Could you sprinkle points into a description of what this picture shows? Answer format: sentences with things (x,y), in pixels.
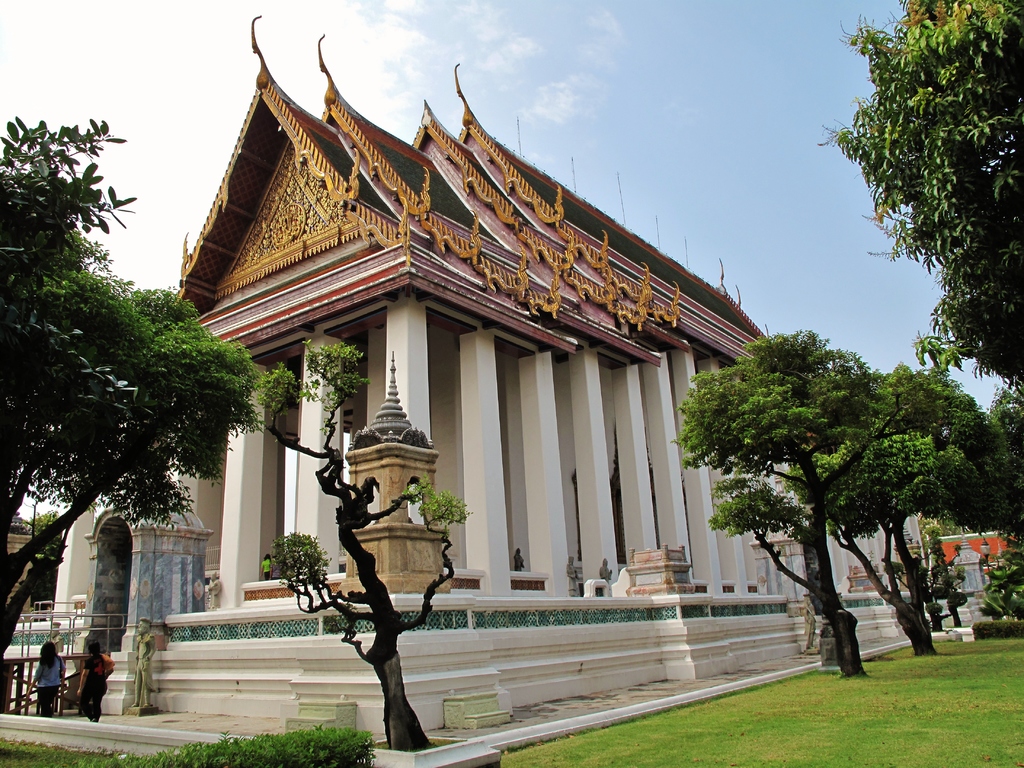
In this image, we can see a temple (614,508). There are a few people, plants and trees (298,554). We can also see the ground (819,727) covered with grass (950,714). We can see some pillars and statues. We can also see the sky (734,272).
